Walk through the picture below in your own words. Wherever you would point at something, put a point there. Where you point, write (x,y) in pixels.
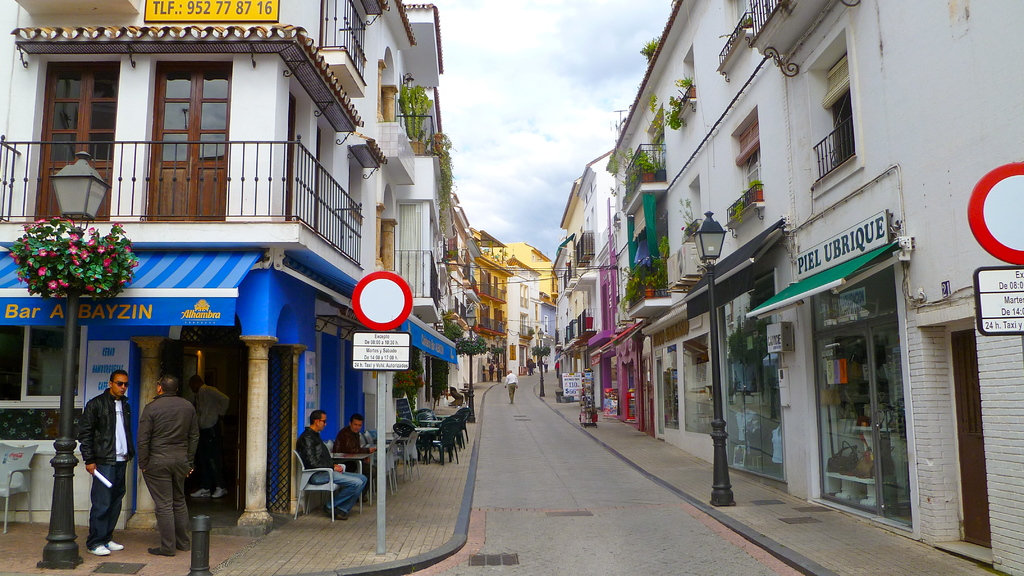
In this image we can see buildings (795,321), poles (469,316), boards (377,283), plants (97,296), flowers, fence (335,210), chairs (300,492), tables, and people (324,448). Here we can see a road (534,408). In the background (528,177) there is sky (487,105) with clouds (484,133).
